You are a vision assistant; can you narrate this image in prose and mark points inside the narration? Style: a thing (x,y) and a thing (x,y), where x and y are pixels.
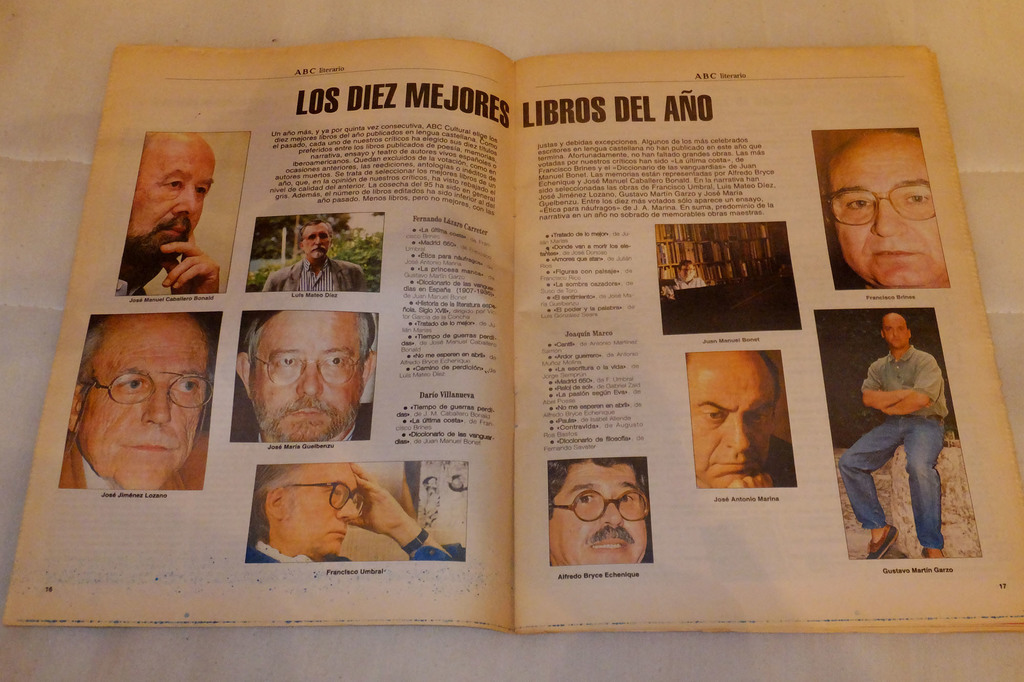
In this image we can see a book (828,333) with some pictures (848,252) and text (557,441) is placed on the surface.
